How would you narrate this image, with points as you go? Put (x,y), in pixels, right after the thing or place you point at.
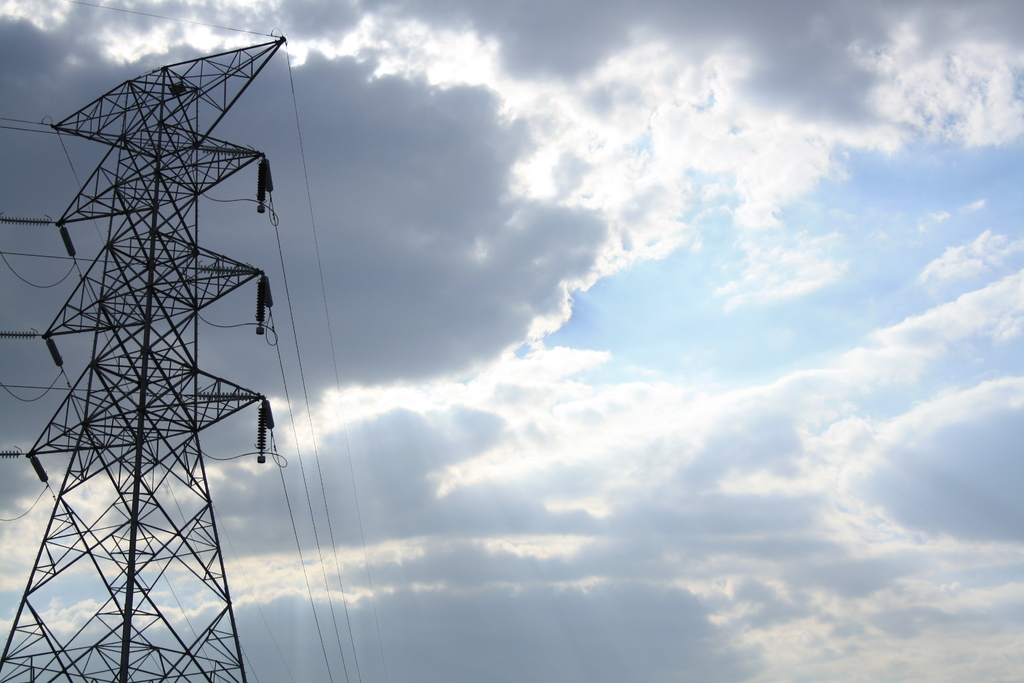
This picture shows a transmission tower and we see a blue cloudy sky (595,315).
